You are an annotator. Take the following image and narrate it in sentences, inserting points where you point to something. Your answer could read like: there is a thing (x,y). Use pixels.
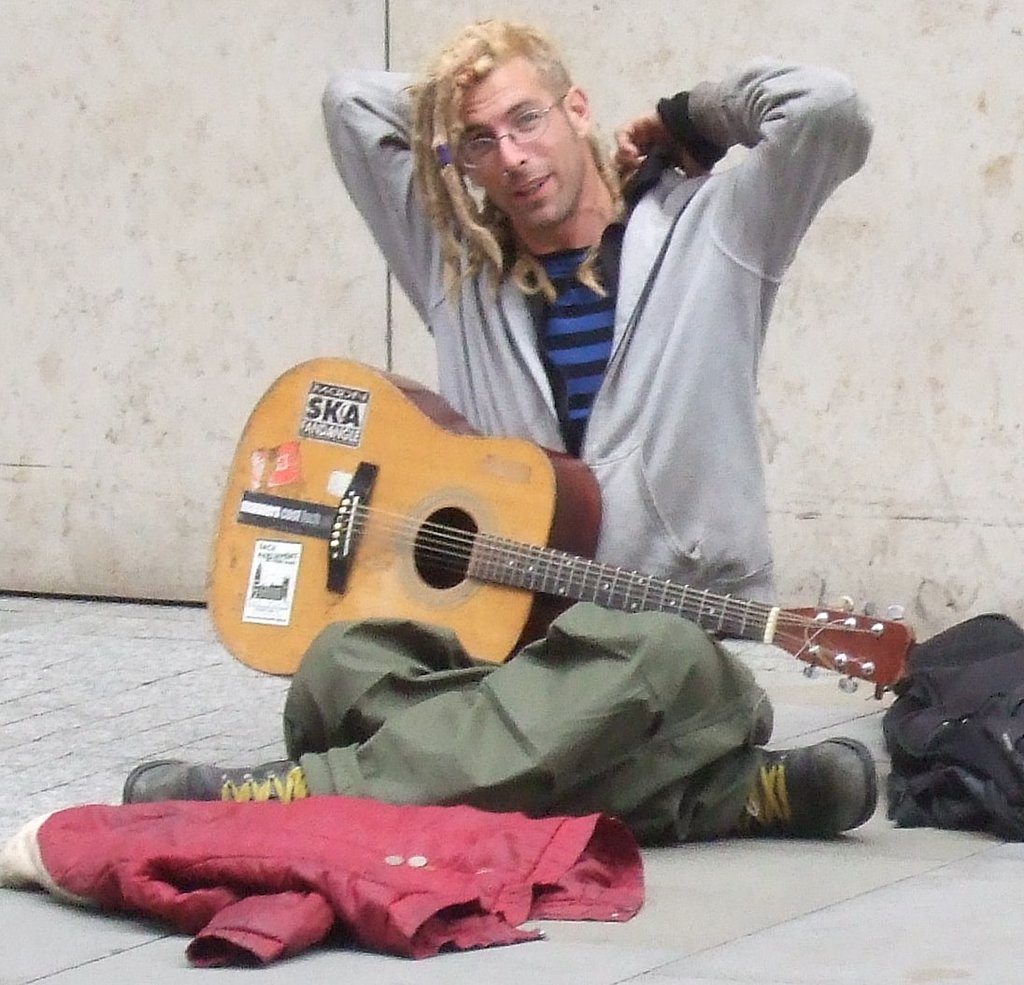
There is a man (659,319) with grey jacket (672,322) and black and blue t-shirt (598,335) is sitting on the floor (835,859). There is a guitar (450,553) on his legs (526,709). In front of him there is a pink color jacket (256,923). And beside him there is a black color object (961,731).
